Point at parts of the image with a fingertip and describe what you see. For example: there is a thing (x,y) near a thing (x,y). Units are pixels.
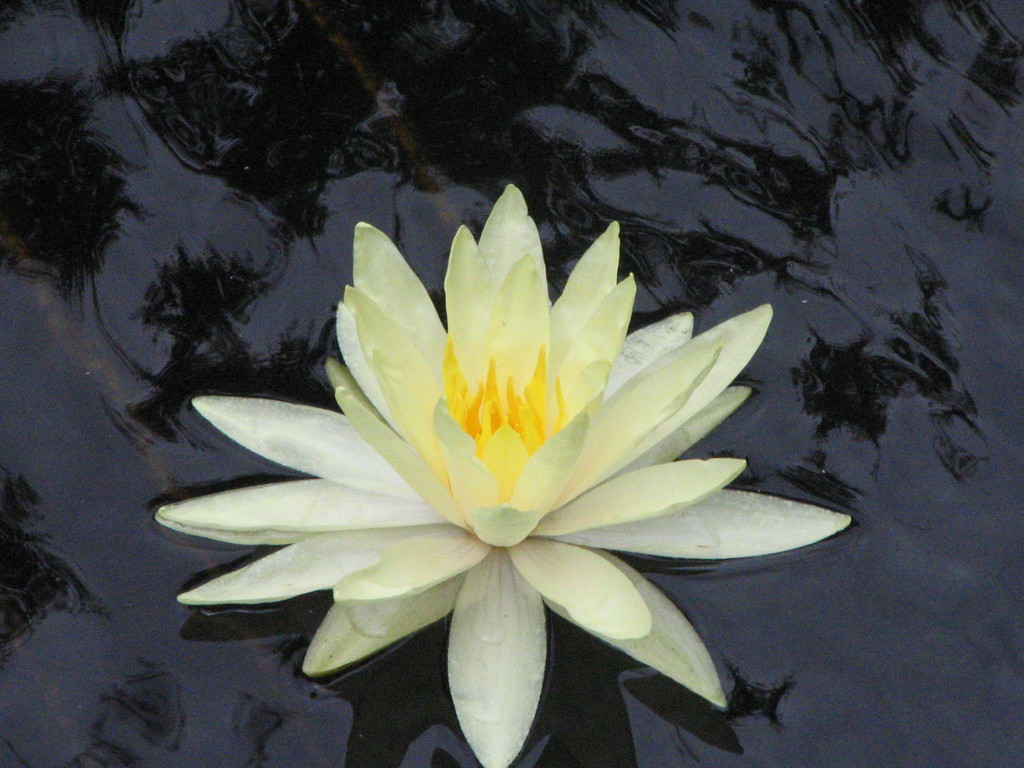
In this picture we can see white and yellow lotus flower (566,475) in the water (855,529).
